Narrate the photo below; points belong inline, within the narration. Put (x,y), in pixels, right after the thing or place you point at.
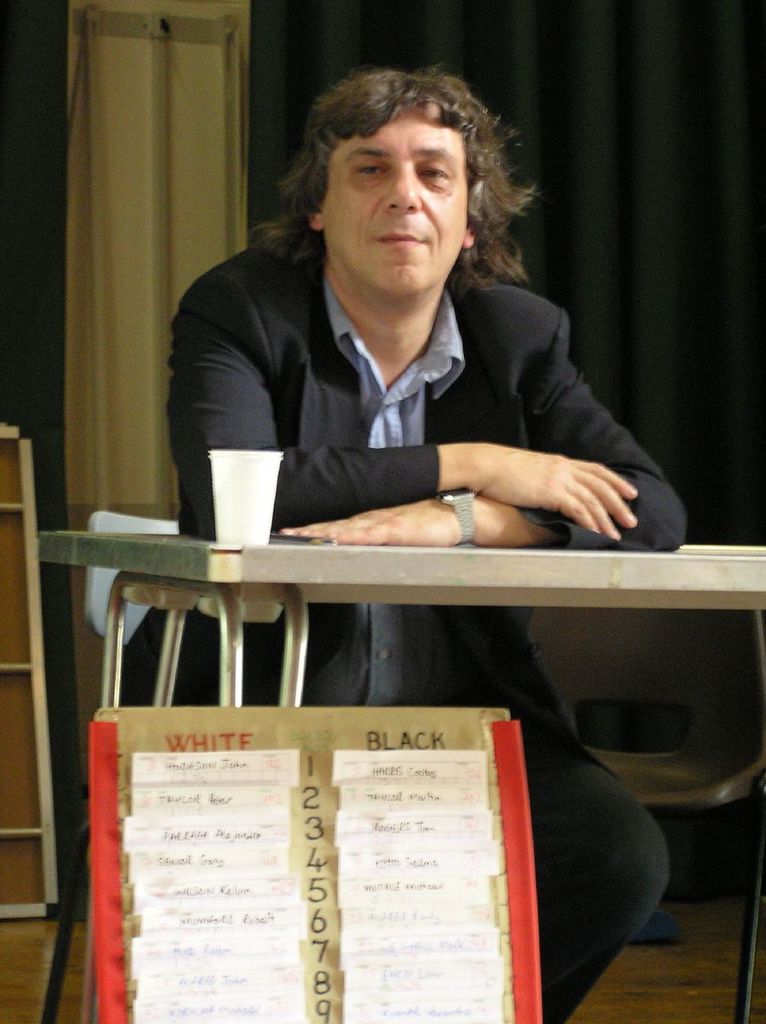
In this picture we can see a man (399,313), in front of him we can see a table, glass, board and in the background (677,135) we can see a chair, curtain (659,155), board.
